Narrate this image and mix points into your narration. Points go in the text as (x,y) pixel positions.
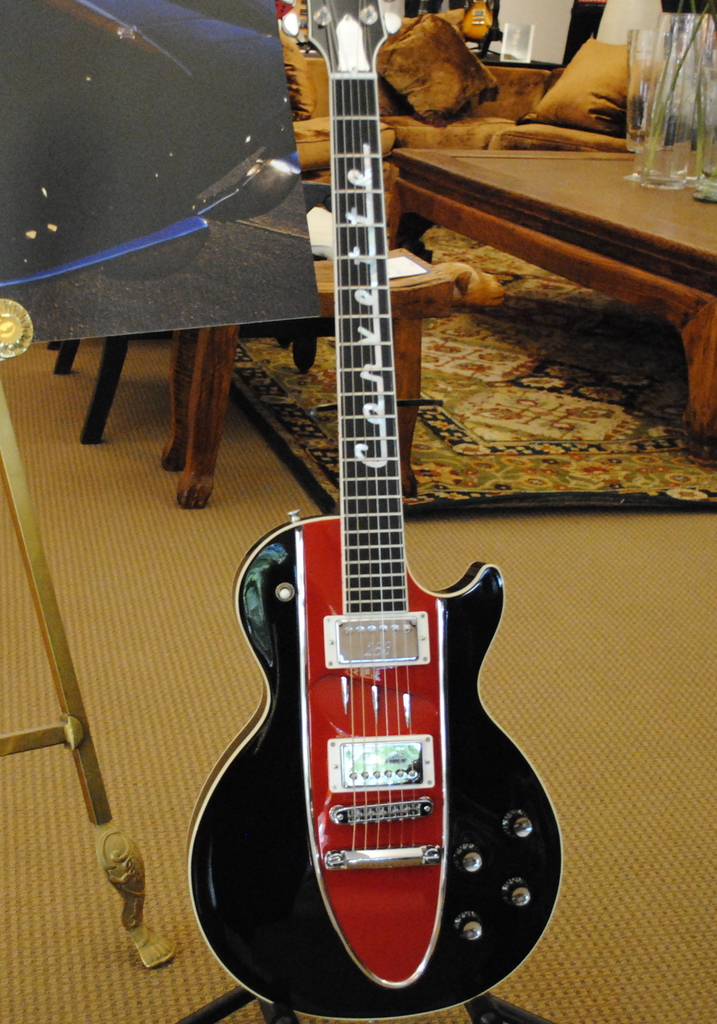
This image is taken inside a room (560,6). In the middle of the image (389,448) there is a guitar (360,989) which is in black color. At the bottom of the image (627,962) there is a floor (581,681) with mat (308,497). In the right side of the image (658,219) there is a coffee table (592,214), on top of it there is a bottle (655,72). In the background (105,164) there is a board (188,126) with painting (205,272) on it and few chairs (299,357) and a sofa (520,83) with pillows (592,62) on it.
